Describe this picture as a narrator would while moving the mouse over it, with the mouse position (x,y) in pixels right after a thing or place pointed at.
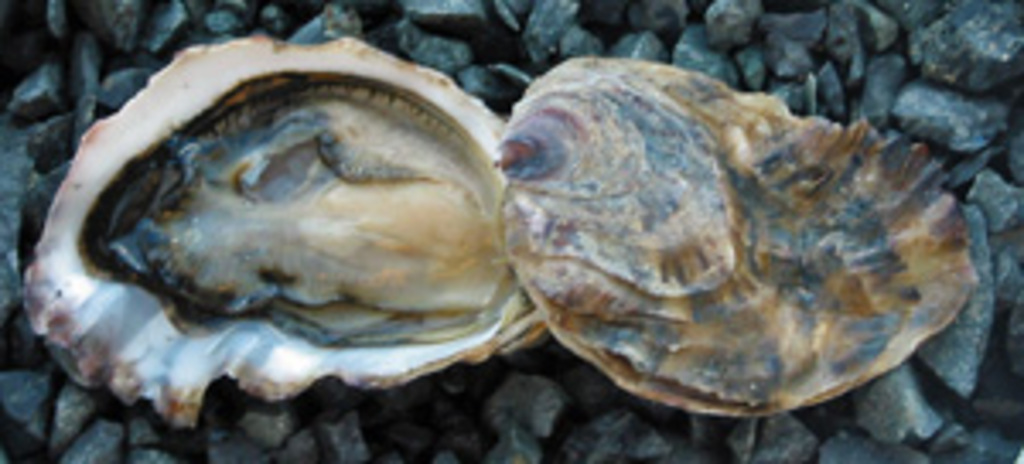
In the image there is an oyster (771,281) on the small stones (7,187).
